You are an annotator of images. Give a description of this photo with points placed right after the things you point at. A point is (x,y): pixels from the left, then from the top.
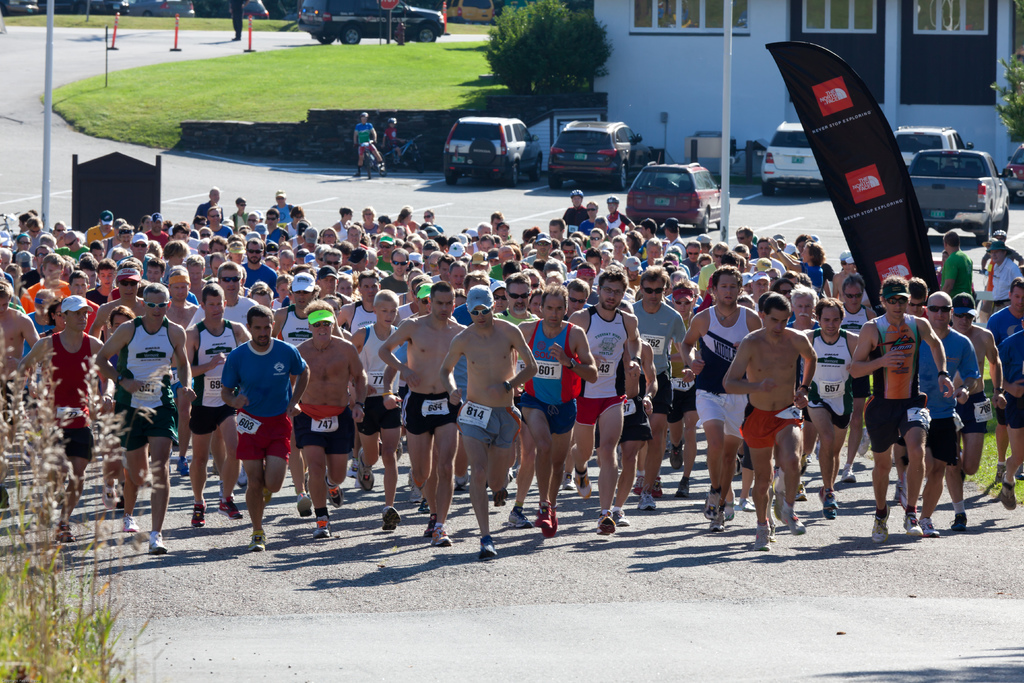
In this image there are a group of people (406,315) who are running, and at the bottom (514,608) there is a road (955,608). On the left side (65,513) there is a plant (43,450), in the background (166,141) there is a grass walkway (254,114) and some persons (374,150), cycles (401,146), vehicles (950,165), buildings (667,84), pole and some barricades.
